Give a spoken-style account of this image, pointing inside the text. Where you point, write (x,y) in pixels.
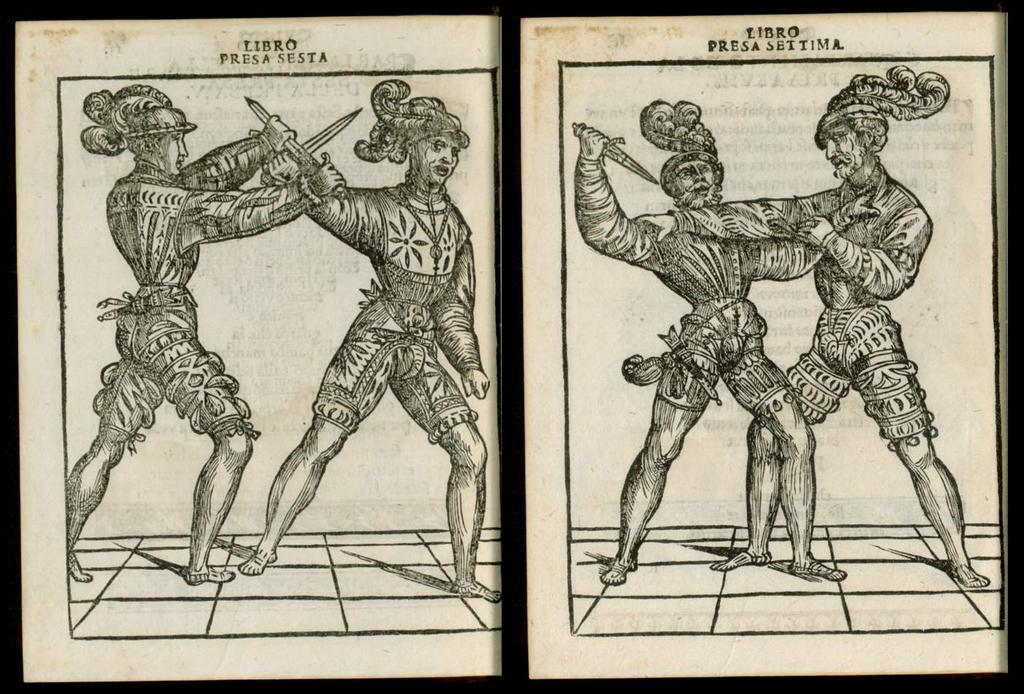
In the given image there are two persons (382,259) who are fighting with each other and they have knife (312,171) in their hands (314,183). In the other image of the book (837,312) one person (661,267) is trying to stab the another man (861,292) and this man (858,257) is trying to save himself and defend.
